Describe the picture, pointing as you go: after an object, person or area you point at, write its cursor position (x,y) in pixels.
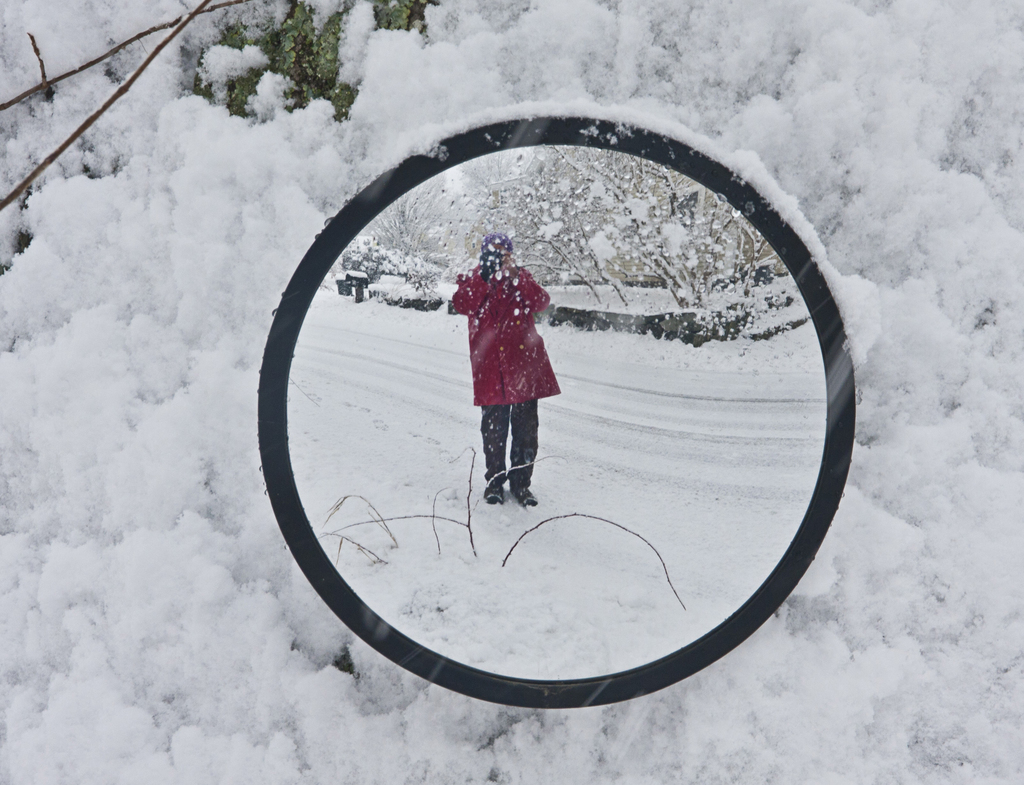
This picture is clicked outside and we can see there is a lot of snow (417,136). In the center (630,445) we can see a mirror (630,445) and we can see the reflection (505,340) of a person (508,407) standing on the ground (510,542) and holding an object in the mirror (552,275) and in the background (648,283) we can see the reflections (648,283) of the houses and the trees (553,246) in the mirror (633,363). At the top (205,8) we can see the dry stems (192,9) and some other objects (313,66).
